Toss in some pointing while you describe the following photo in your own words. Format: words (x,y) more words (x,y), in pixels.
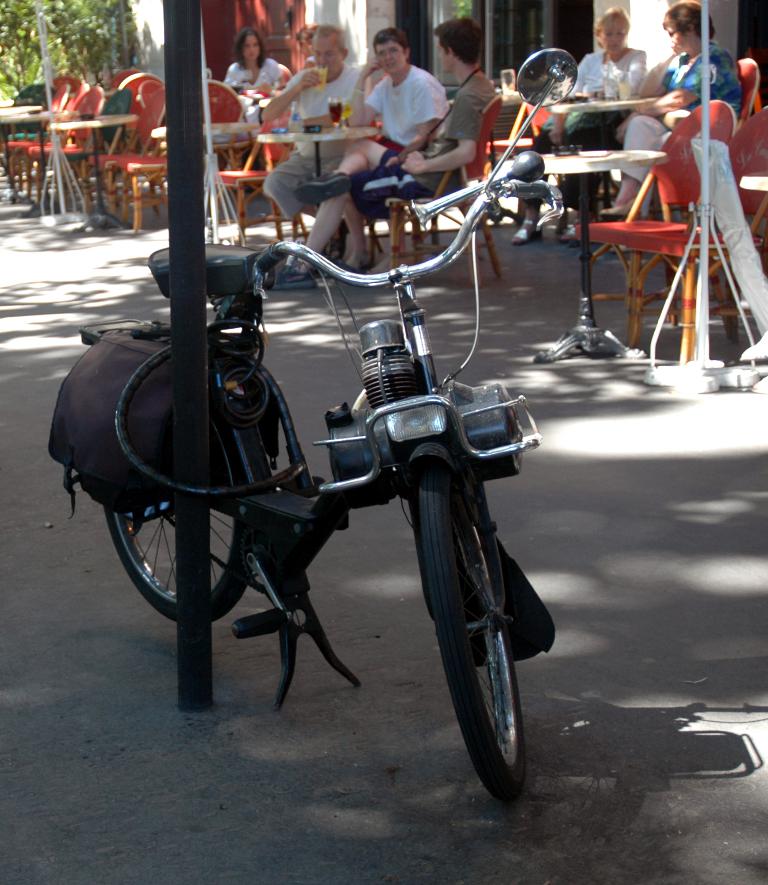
As we can see in the image there are few people (296,89), tables (108,123), chairs (148,88) and a building (342,13). On the left side (84,9) background (57,40) there is a tree (83,20). In the front (311,473) there is bicycle (241,500).
